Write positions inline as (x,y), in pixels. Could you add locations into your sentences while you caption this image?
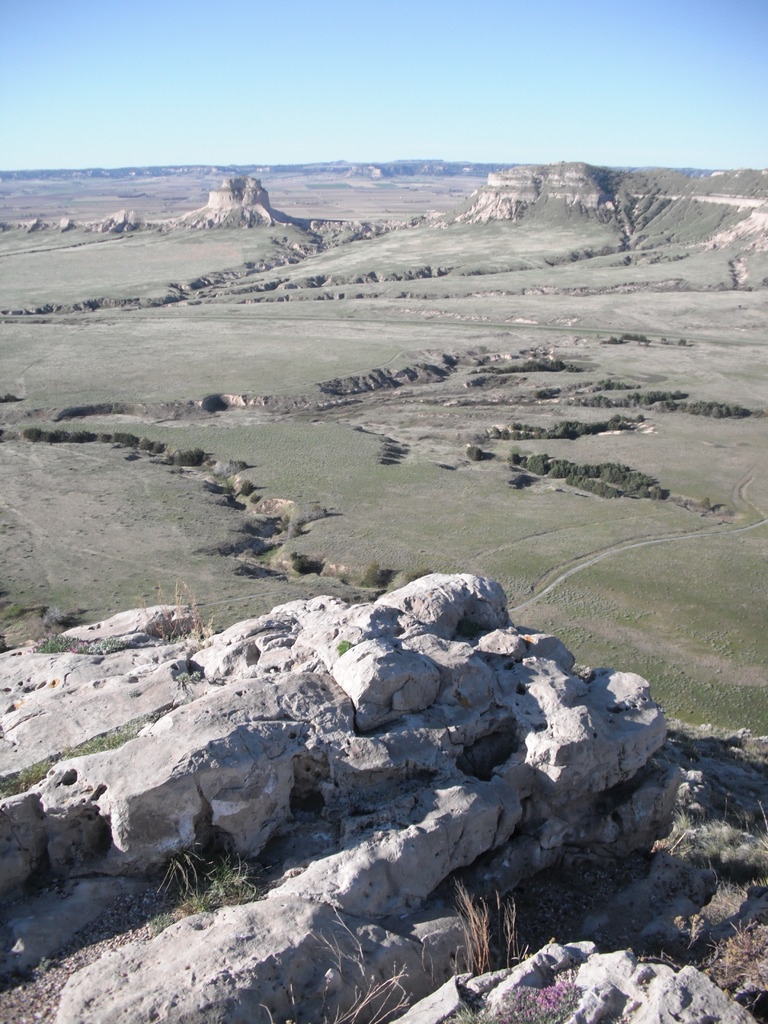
In this image I can see mountains (592,213) and the grass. In the background (392,27) I can see the sky (466,120).
